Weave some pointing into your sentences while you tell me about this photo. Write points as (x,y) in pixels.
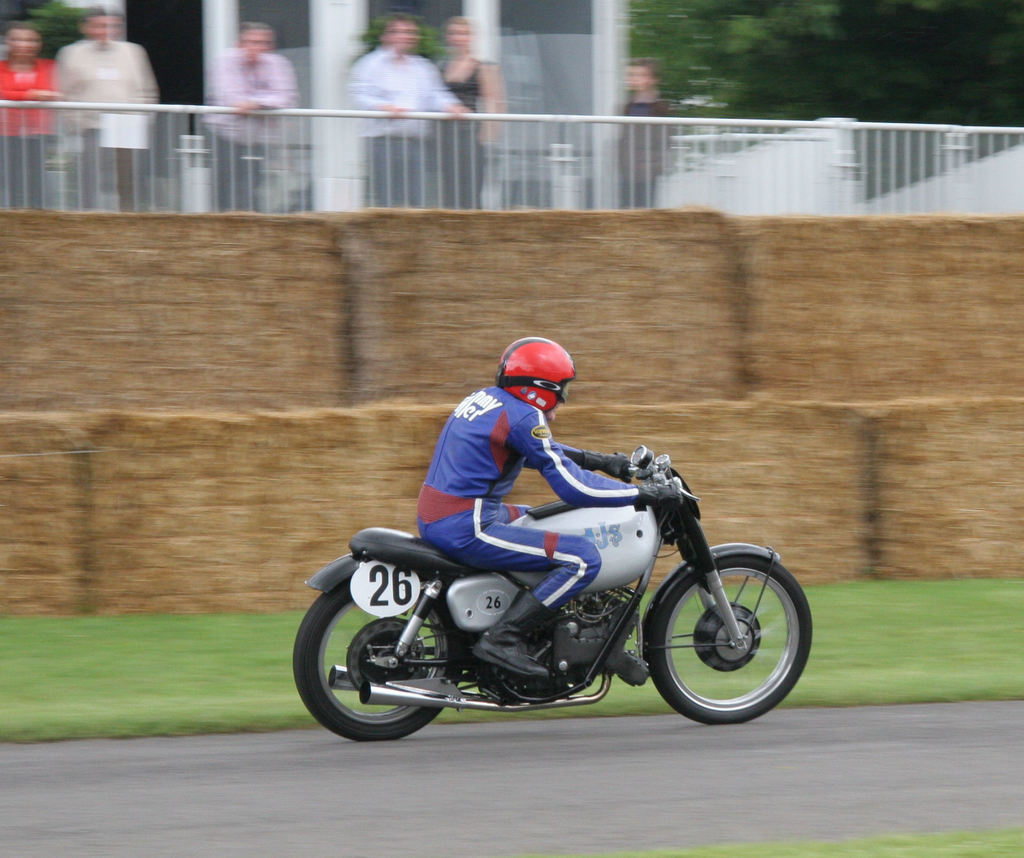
This picture is a person (591,456) riding a motorcycle (597,576) and his wearing a red color helmet (540,391).
